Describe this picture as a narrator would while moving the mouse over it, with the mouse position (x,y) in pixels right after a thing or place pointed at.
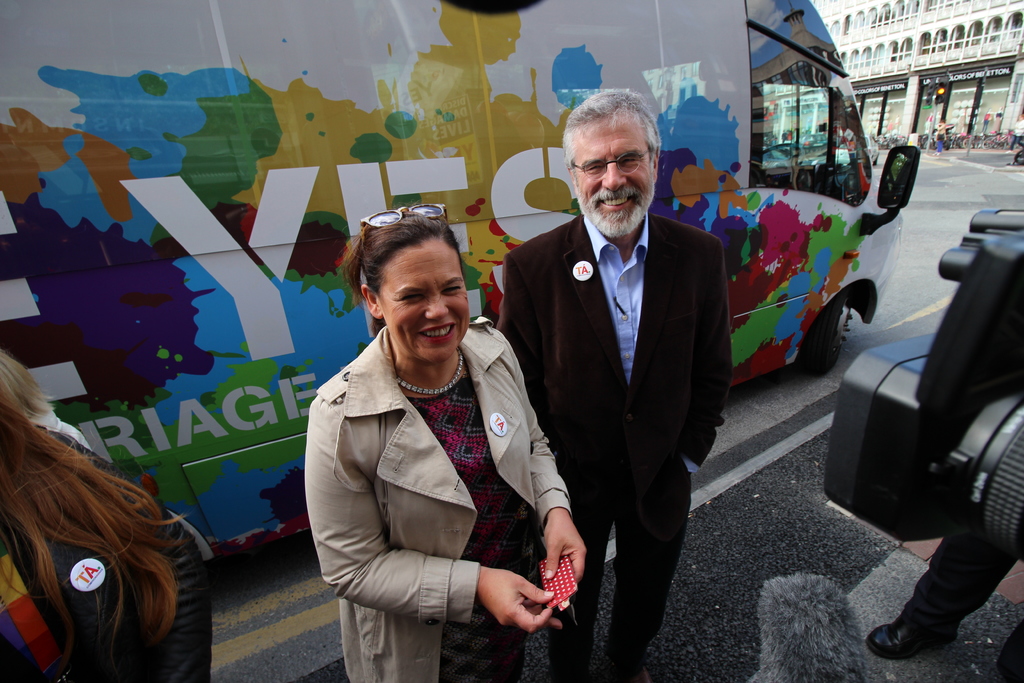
In this picture I can see a vehicle (583,19) with some text (209,220) on it and I can see few people (54,567) are standing and I can see a camera (976,500) on the right side (922,460) and I can see another human legs (935,592) at the bottom right corner (966,633) and I can see building (909,93) and few boards (894,84) with some text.
